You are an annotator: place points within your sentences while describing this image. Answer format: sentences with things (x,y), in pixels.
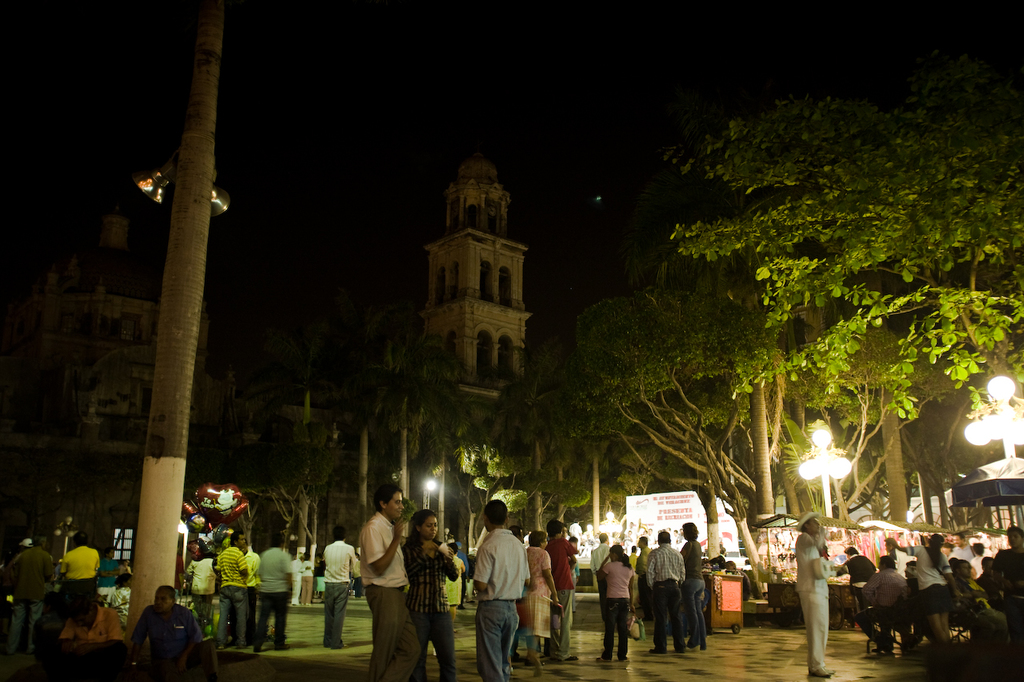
In this picture I can see group of people (412,645) standing, there are lights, poles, balloons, there are trees (638,486), there are stalls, and in the background (198,345) there are buildings (138,322).
